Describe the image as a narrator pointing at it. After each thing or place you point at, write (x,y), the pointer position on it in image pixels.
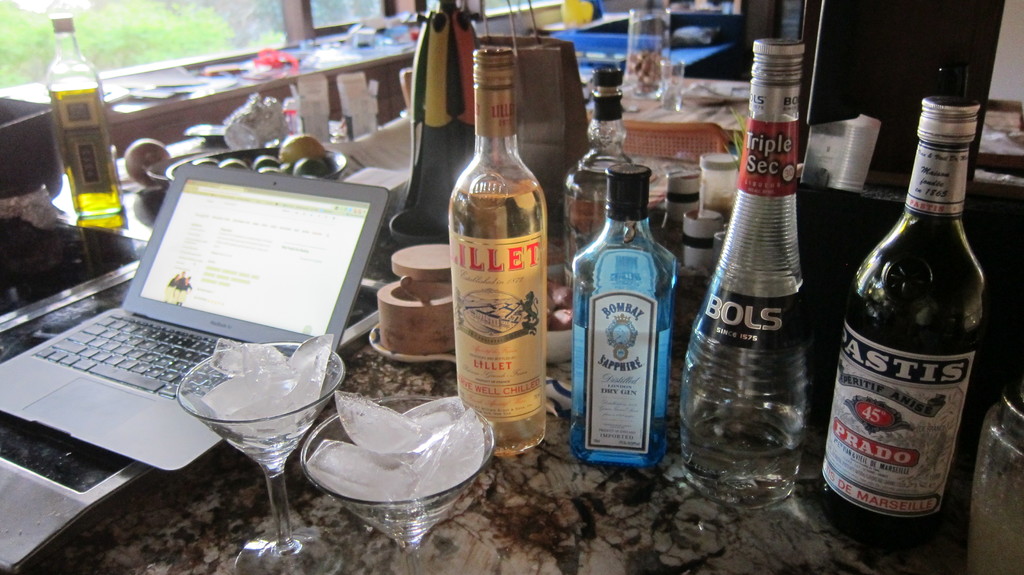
In the picture we can see a table (211,570) on that we can see a laptop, a glass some ice pieces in it, and some bottles (776,423) with wine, and some bowl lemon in it, and some glasses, and also we can see a window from the window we can see plants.
